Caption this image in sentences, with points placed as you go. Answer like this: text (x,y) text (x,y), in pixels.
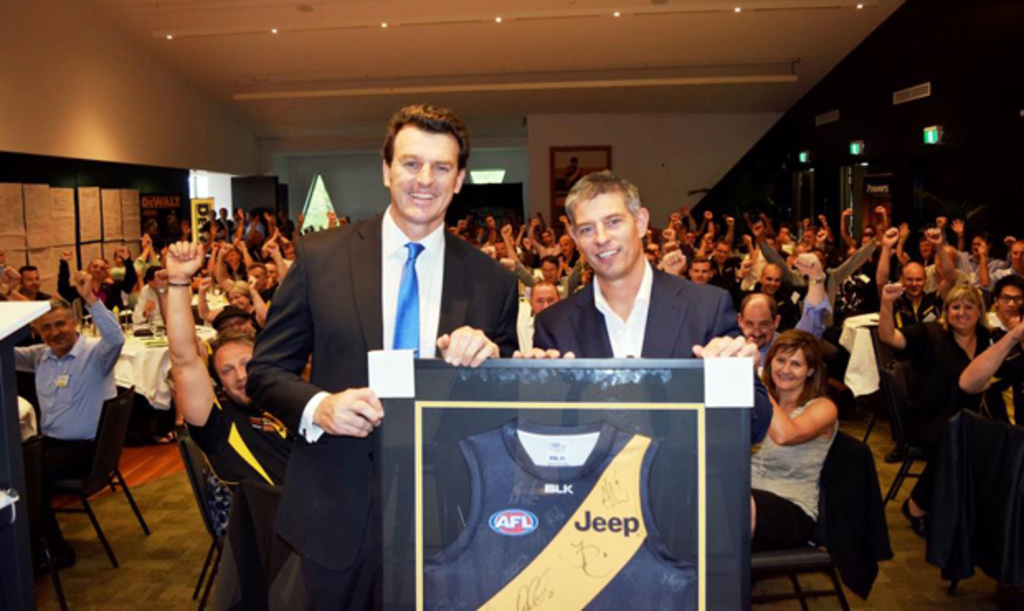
In this image we can see few people (238,321) sitting in the background (752,265), two people (500,296) are standing in front of them are holding a picture frame (575,463), on the left side (101,227) there is a board (101,175) with posters (90,210) attached to it, there are few lights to the ceiling (699,50), on the right side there are sign board (930,129) and boards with text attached to the wall (878,151).
